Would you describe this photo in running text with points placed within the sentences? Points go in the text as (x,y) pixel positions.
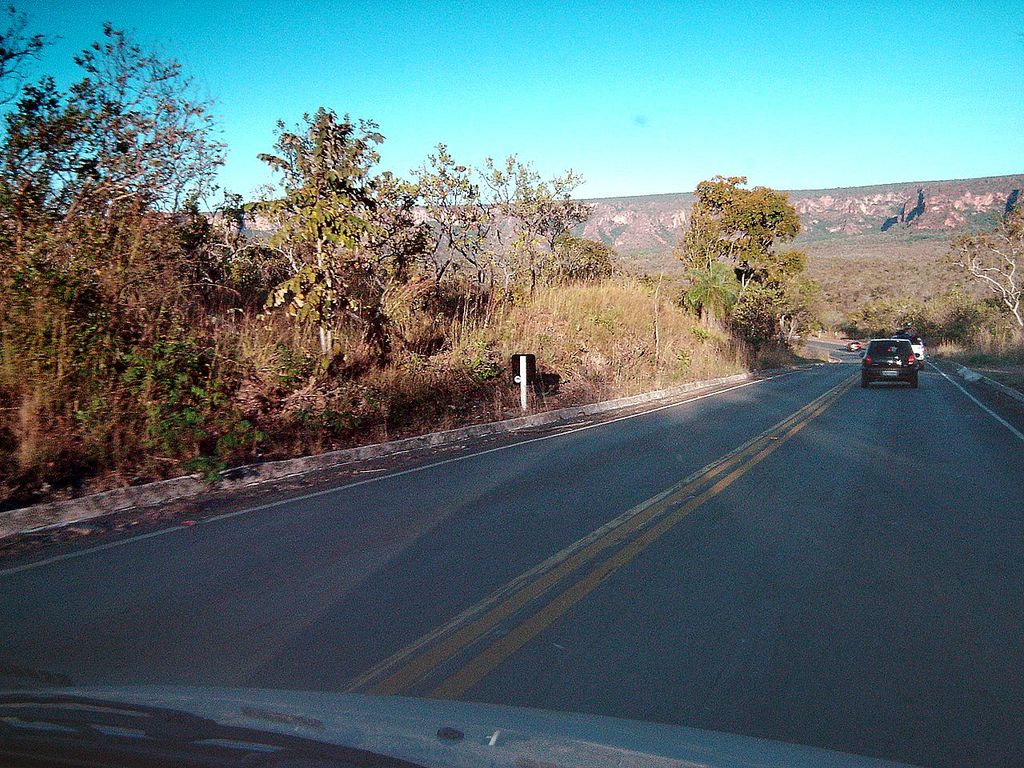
In this image there cars (898,355) on a road (697,515), on either side of the road (863,520) there are trees (105,300), in the background (826,187) there is a mountain (668,204) and the sky (575,92).
